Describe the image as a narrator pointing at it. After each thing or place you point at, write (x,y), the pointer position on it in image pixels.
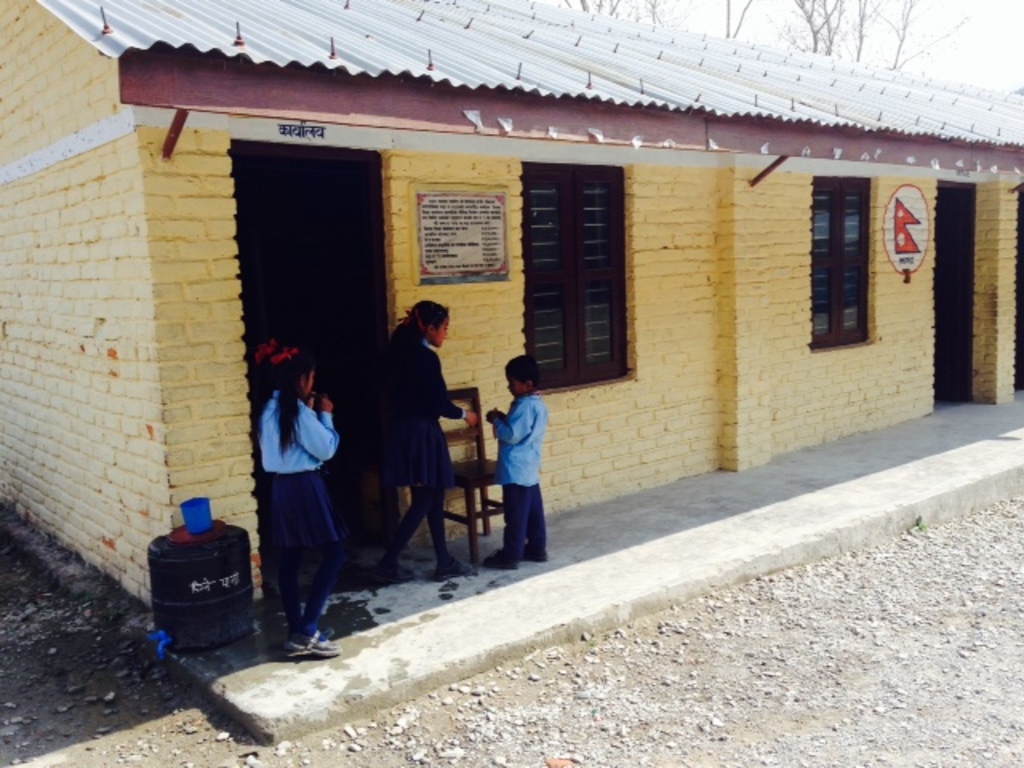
In this picture I can observe a school (178,272). There are some students (292,433) on the left side (283,407). I can observe small stones (455,687) on the ground (139,687). In the background (858,32) there are trees (814,32) and sky (748,33).
